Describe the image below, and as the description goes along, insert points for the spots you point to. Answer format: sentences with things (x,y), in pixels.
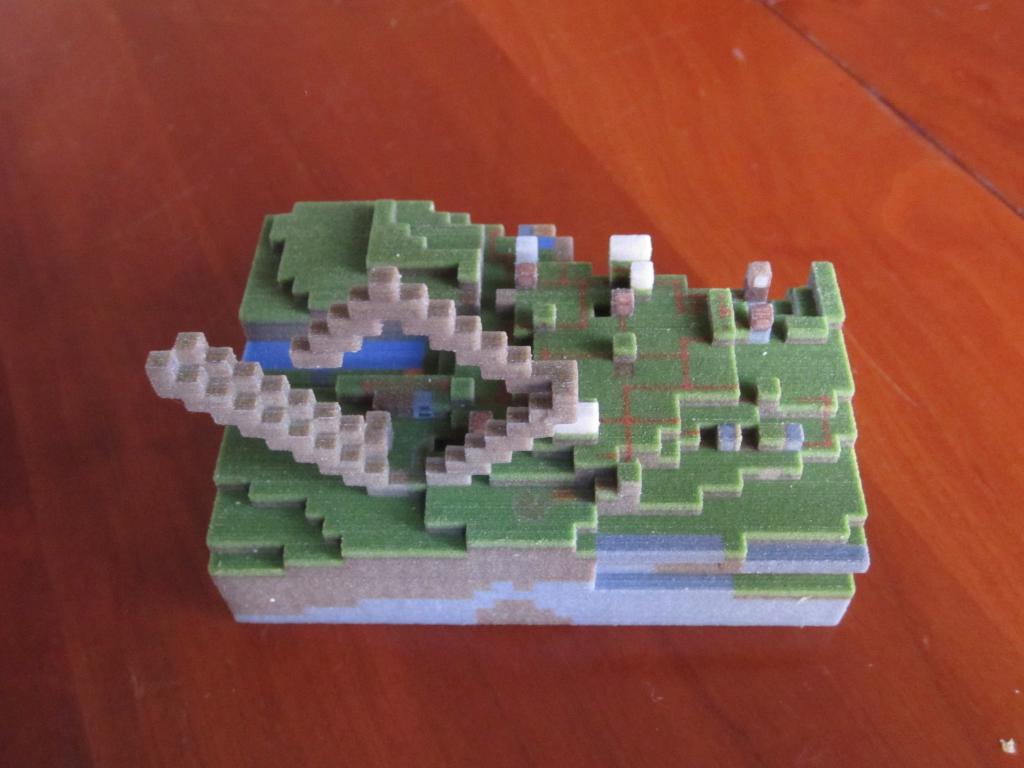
This image consists of miniature (438,466). It looks like it is made up of wax (268,570). At the bottom (437,682), there is a floor (324,686).
